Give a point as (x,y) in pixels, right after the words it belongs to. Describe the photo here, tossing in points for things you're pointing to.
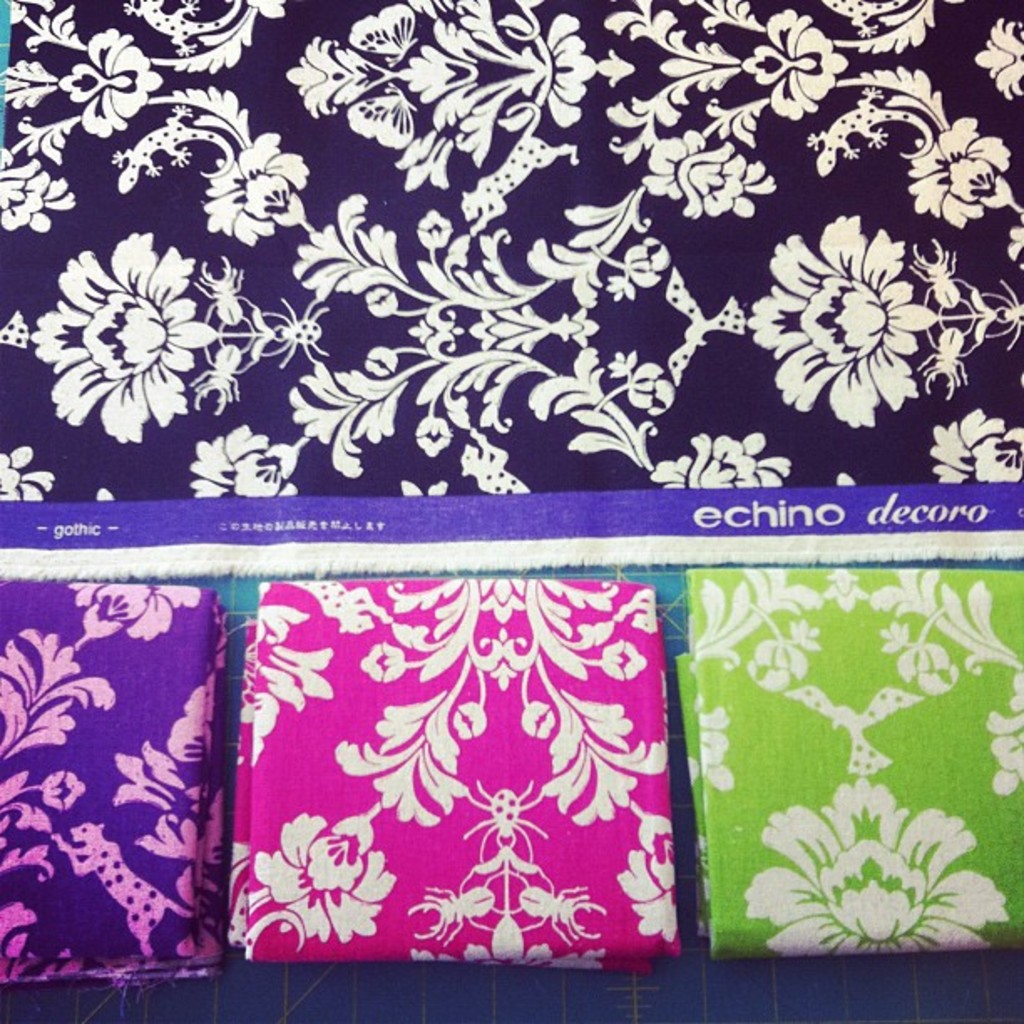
In this picture we can see clothes (695,657) on the platform (673,659).
